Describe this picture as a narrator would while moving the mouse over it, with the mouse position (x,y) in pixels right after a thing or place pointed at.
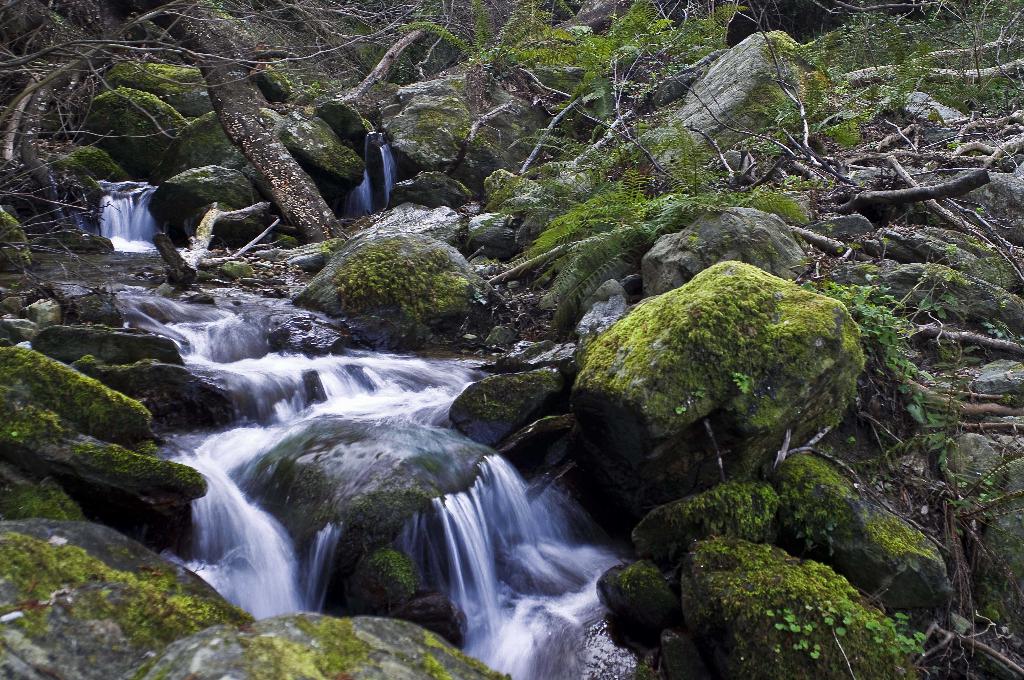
This image is taken outdoors. In this image there is a waterfall (237,469) with water (187,342). There are many rocks (431,245) and stones (776,104) covered with algae (400,266). There are a few trees (243,140) and plants (567,134) with leaves (503,28), stems (227,24) and branches (909,197).
